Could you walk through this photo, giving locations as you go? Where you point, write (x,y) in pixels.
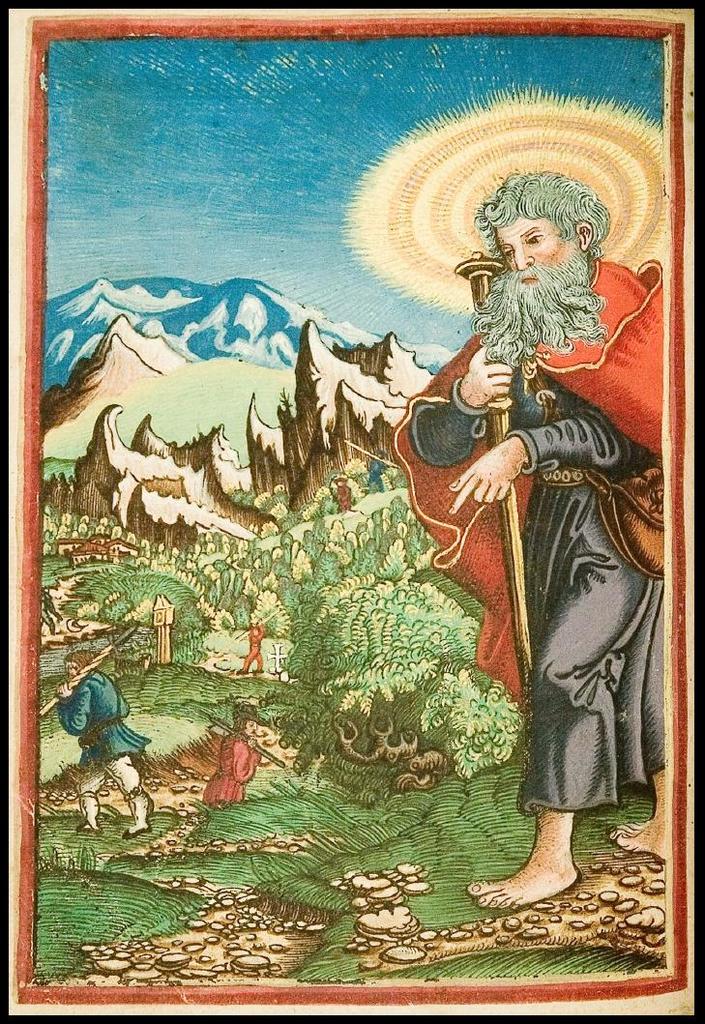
In the picture there is a poster (198,724), on the poster (198,724) we can see there are people (508,350), trees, mountains (291,339) and a clear sky (282,199).
